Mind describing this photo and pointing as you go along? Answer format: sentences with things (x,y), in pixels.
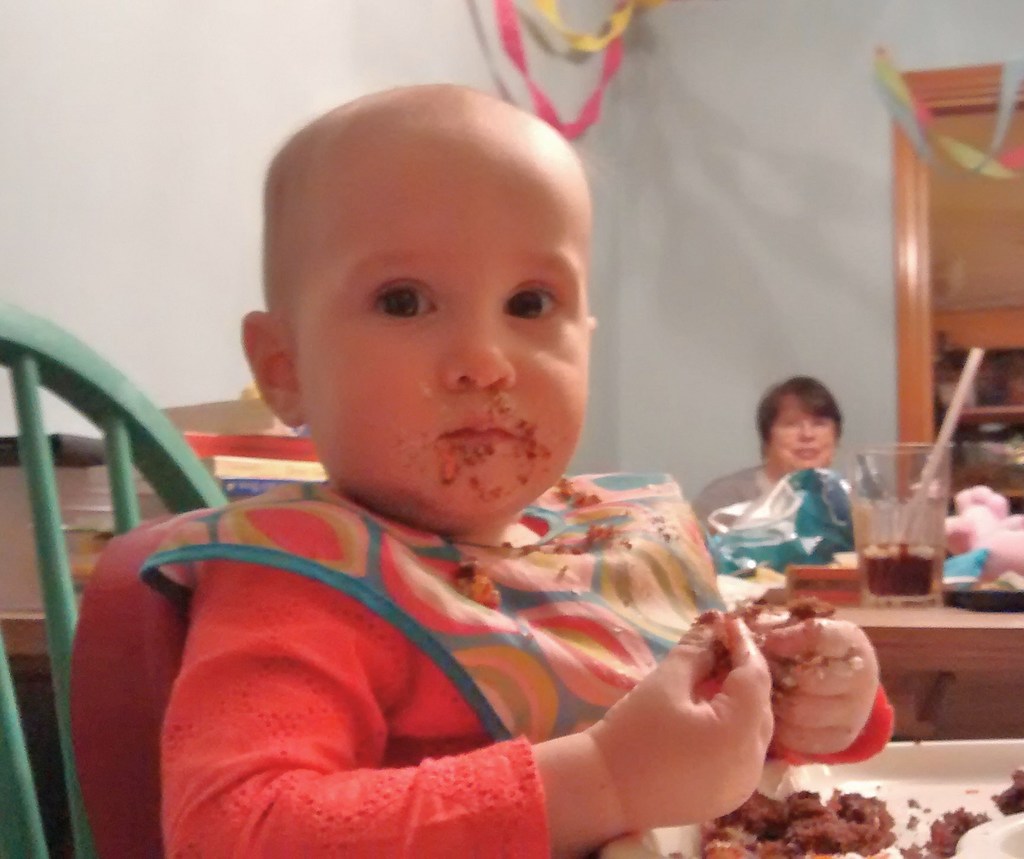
In the picture we can see a kid (331,726) wearing orange color dress (241,724) sitting on a chair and having some food (791,833) and in the background of the picture (107,490) there are some books (69,466), glasses (872,549), some other objects (762,536) on the table (912,677) and there is a woman (809,443) sitting and there is a wall (63,152).
